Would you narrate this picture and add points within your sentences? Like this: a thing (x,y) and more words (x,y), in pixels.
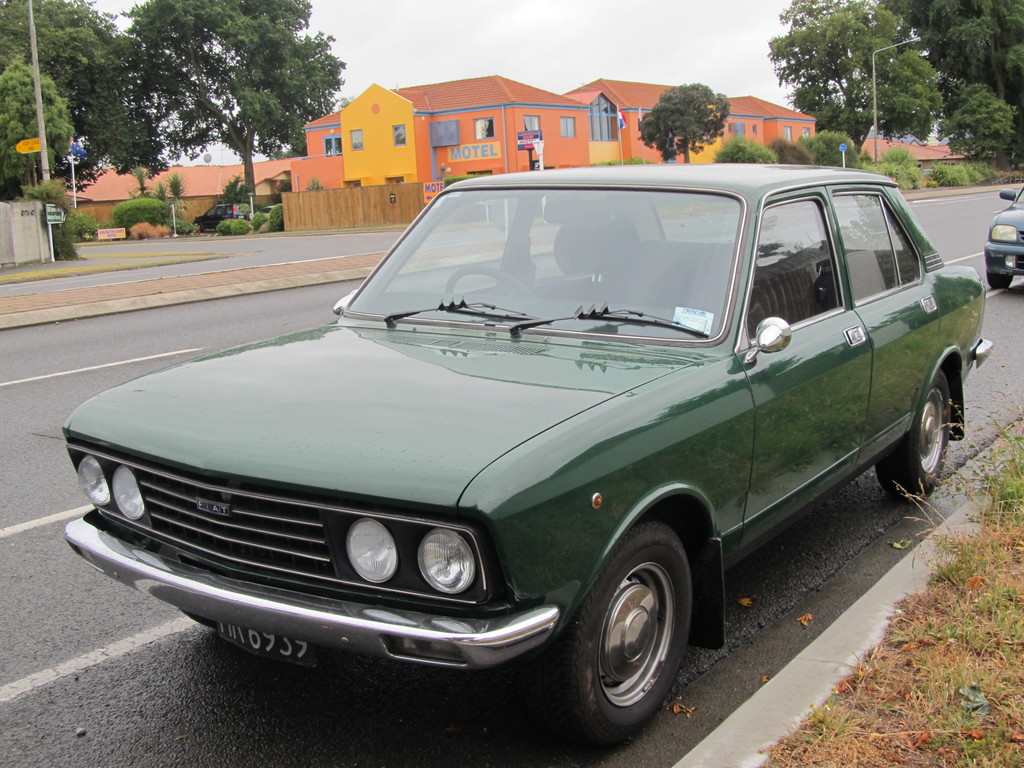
We can see cars (709,470) on the road (749,644) and we can see grass (915,654). In the background (753,104) we can see houses (400,135), trees (1004,82), plants (140,226), poles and sky (637,73).
